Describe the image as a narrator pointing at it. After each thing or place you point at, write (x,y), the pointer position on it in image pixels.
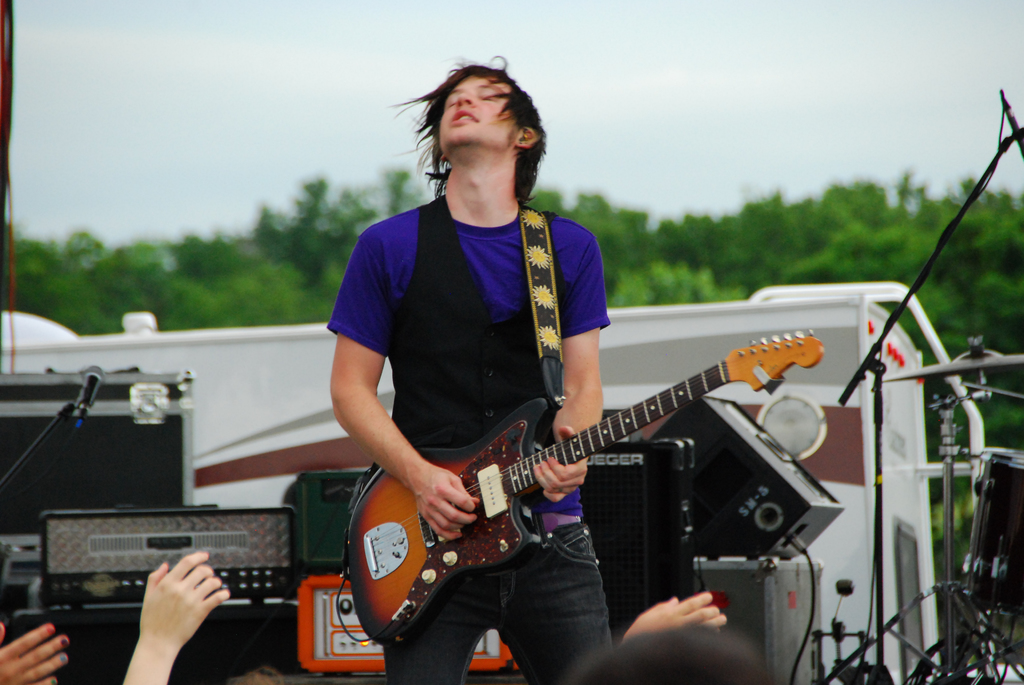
In this picture we can see a man (436,430) who is playing a guitar (729,380). These are some musical instruments (1018,594). On the background (711,228) there are trees (859,245) and this is sky (738,107).
